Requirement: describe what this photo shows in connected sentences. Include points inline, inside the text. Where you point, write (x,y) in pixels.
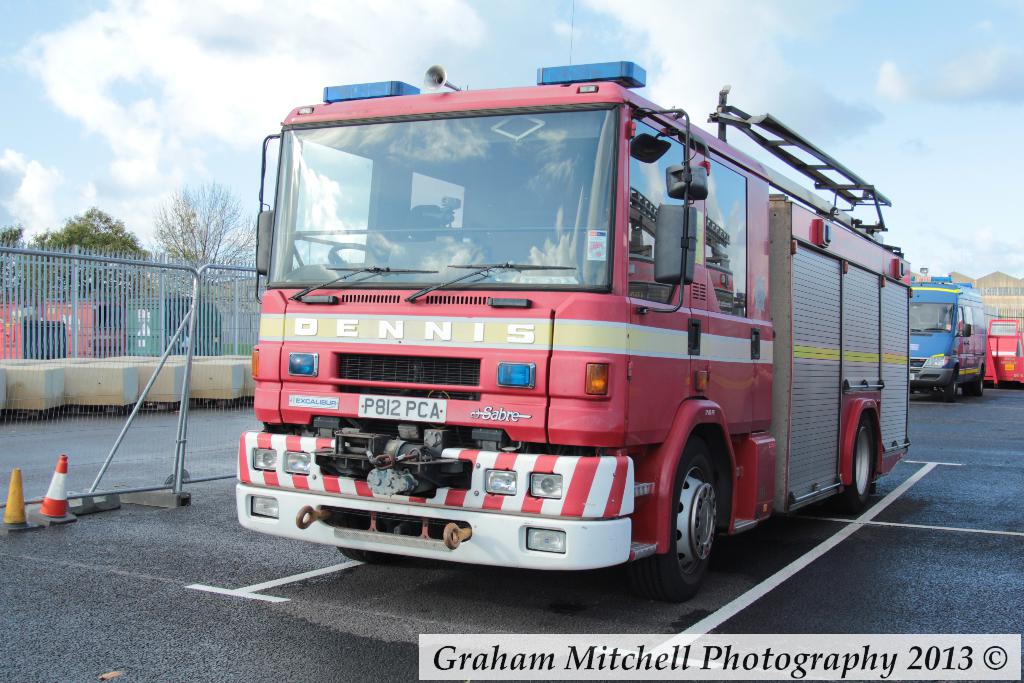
In this picture we can observe a red color vehicle (634,355) parked in the parking lot (494,625). We can observe traffic cones (59,474) and a railing (122,313) here. In the background (935,375) there is another vehicle (949,356) which is in blue color. In the left side (178,245) there are trees (102,231). In the background (186,75) there is a sky (665,42) with clouds (252,29).
